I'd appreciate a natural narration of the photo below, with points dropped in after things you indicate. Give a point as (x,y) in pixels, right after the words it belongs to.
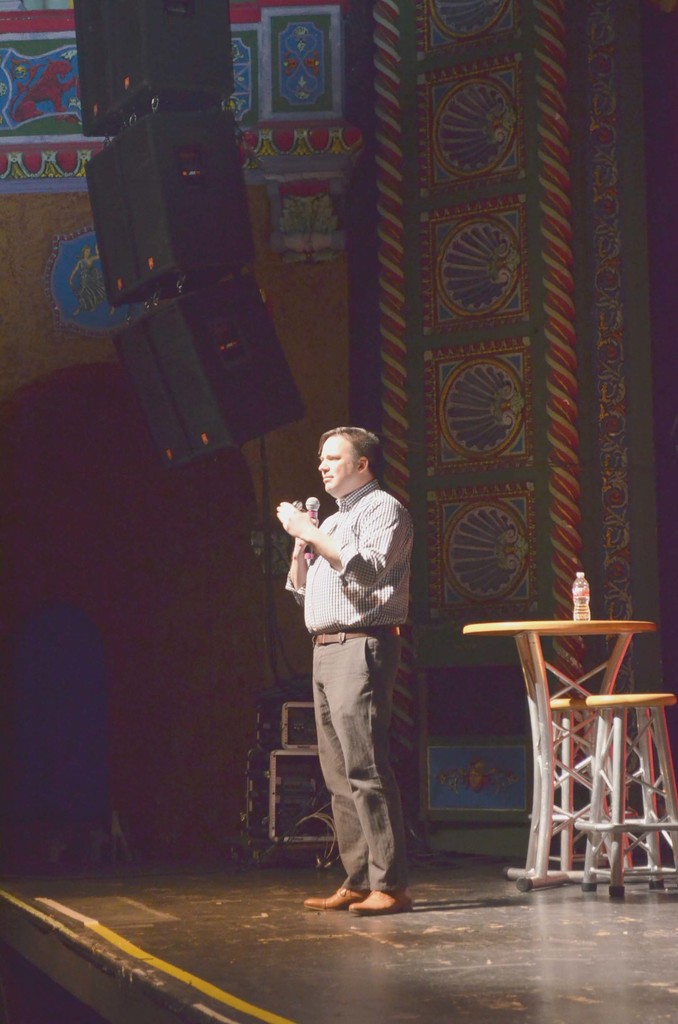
In this picture, we can see a person (318,692) holding microphone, and we can see stage (208,949), and some objects (605,623) on the stage (349,965) like chair (666,743), table (595,623), and bottle (574,596), we can see speakers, and designed wall (542,601).
